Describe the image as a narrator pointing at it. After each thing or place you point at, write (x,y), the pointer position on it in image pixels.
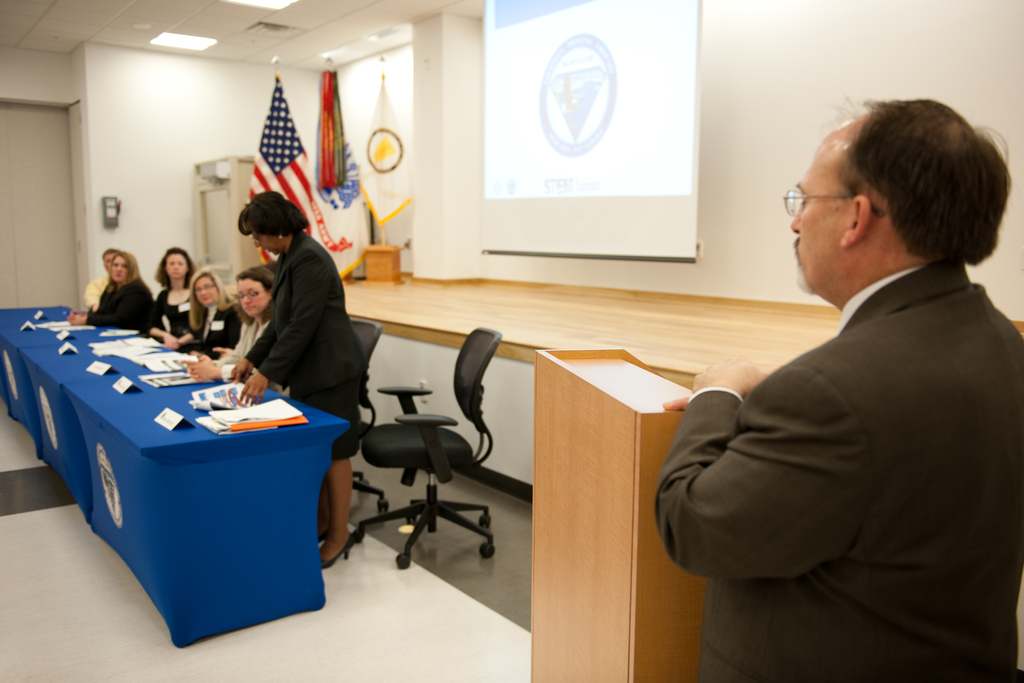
As we can see in the image there are few women (201,304) sitting on chairs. In the front (125,333) there is a table (137,438) and the man (833,432) who is standing on the right side (923,260) is wearing spectacles (811,197) and there is a screen (571,175), flag (393,147) and white color wall (779,132).
